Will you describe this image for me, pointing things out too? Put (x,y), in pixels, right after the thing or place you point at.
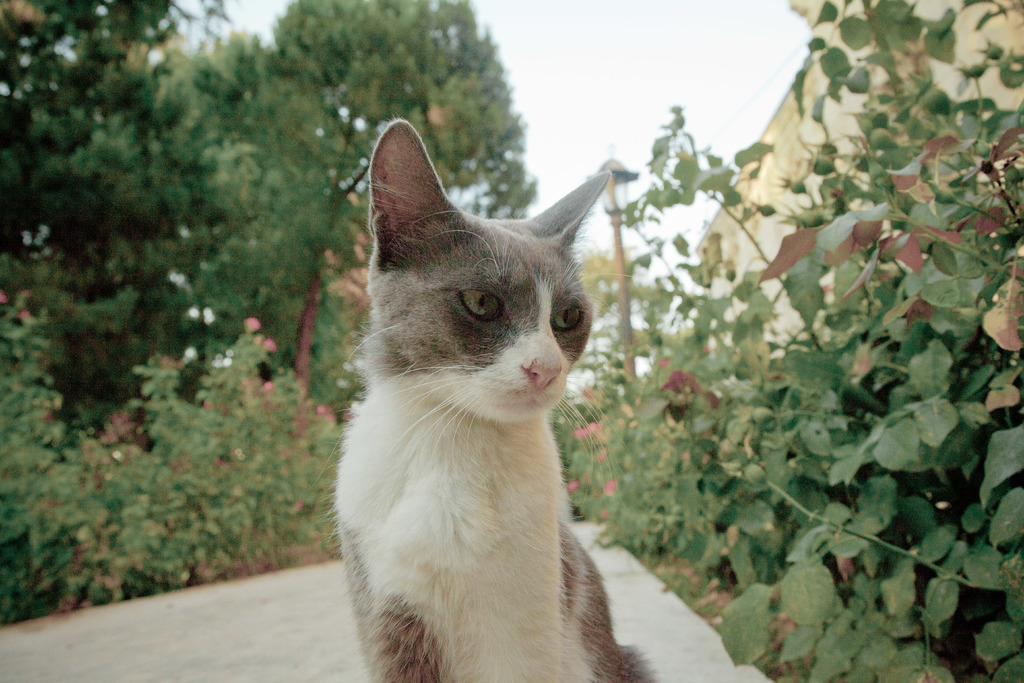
In this image in the middle (431,345) there is a cat (483,541). In the background (342,303) there are trees (59,281), plants (231,398), flowers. This is a light (616,184). This is a wall (716,241).
